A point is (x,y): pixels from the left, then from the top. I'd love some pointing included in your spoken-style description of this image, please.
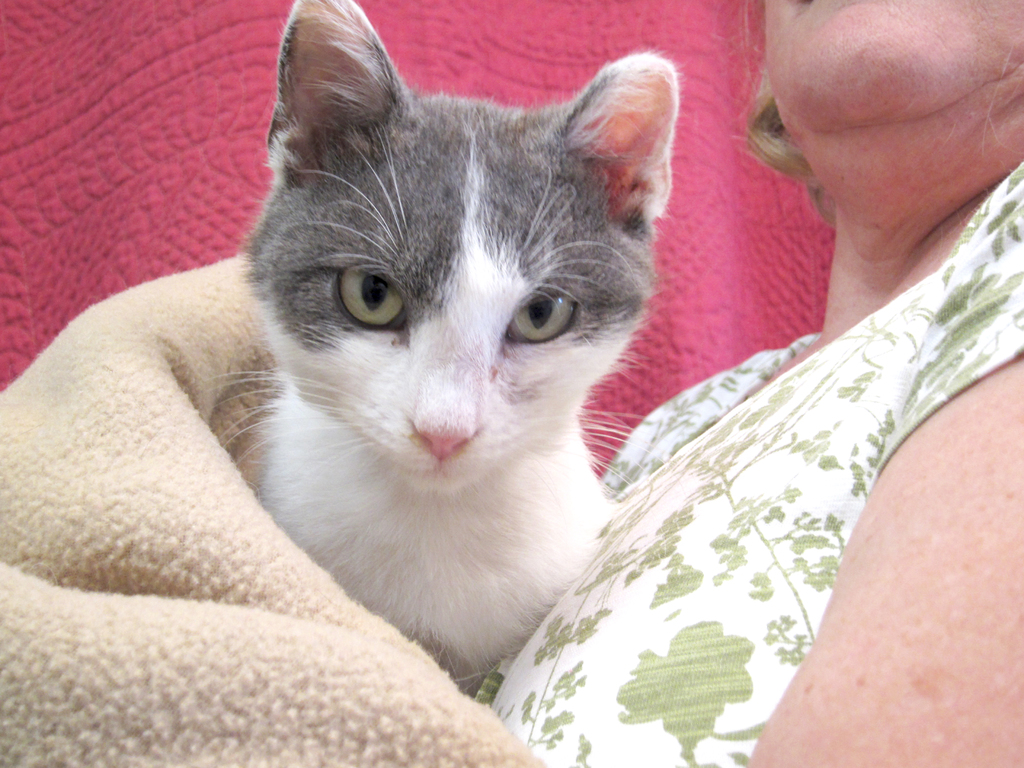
In this image, we can see a woman (978,569) and a cat (283,314), we can see a blanket (101,588).
